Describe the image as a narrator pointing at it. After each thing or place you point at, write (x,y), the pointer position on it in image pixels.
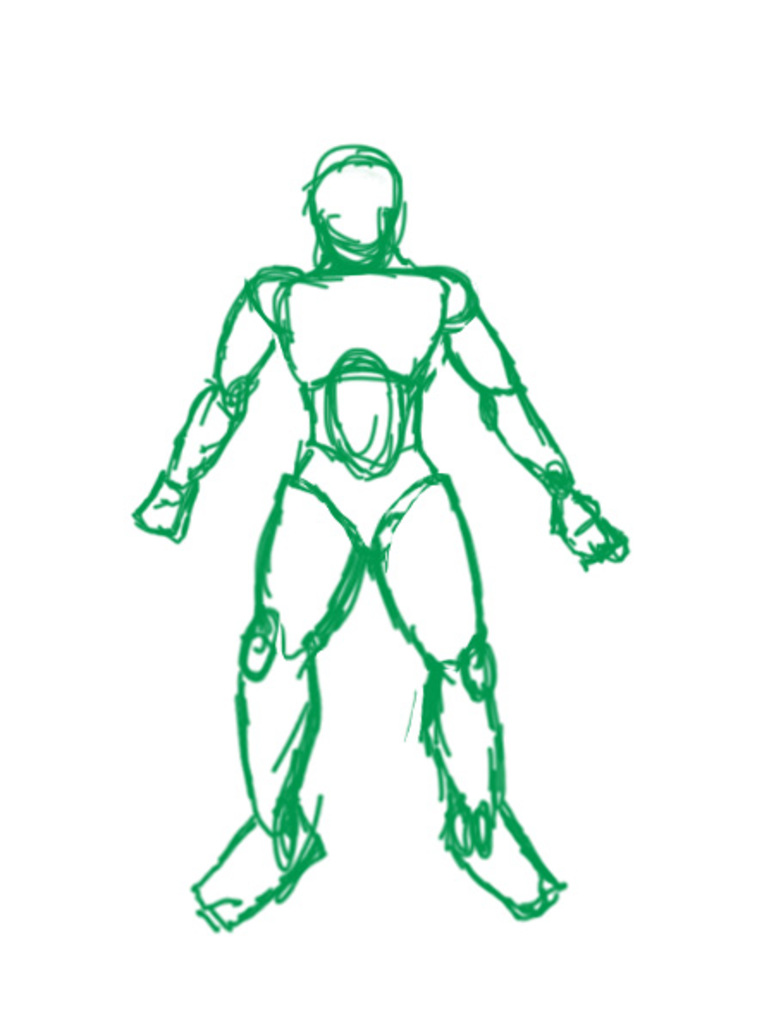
The picture consists of a drawing (406,480). The drawing (348,521) is in green color. It is looking like an iron man (387,552).
